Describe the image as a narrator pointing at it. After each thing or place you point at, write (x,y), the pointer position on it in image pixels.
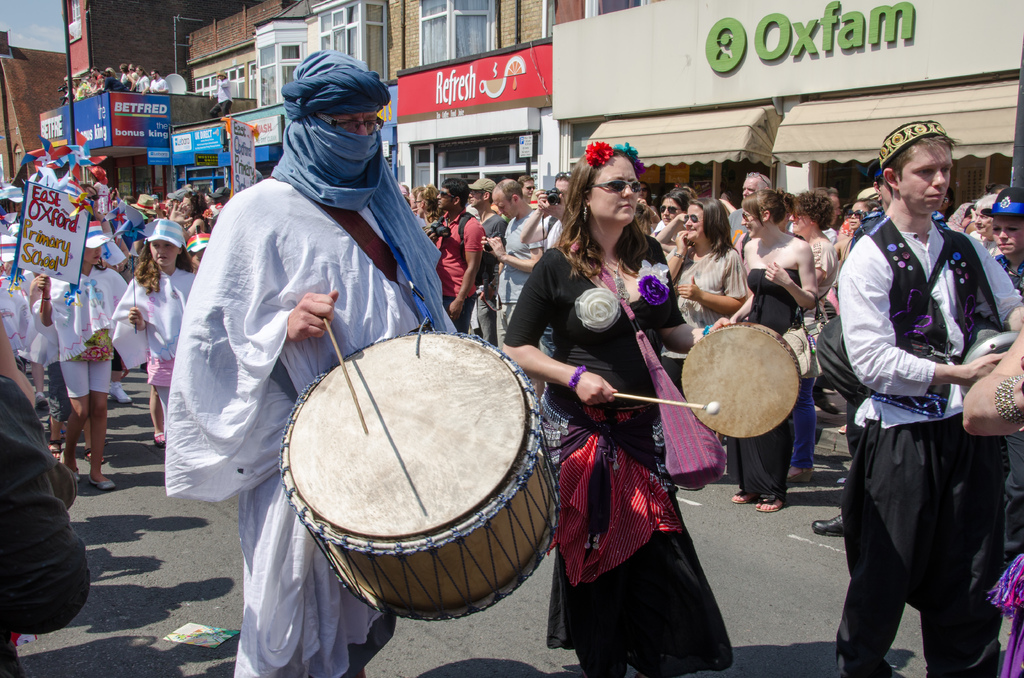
There are some people (288,397) walking on the road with drums (451,499) in their hands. There is a man (321,252) and a woman (629,454) The man (406,306) is holding the big drum (366,401) and the woman (609,395) is holding the small drum (772,373). The man (355,118) is wearing a spectacles (336,129) and a cloth (340,154) around his face (347,133). There are some children (82,294) behind them walking with a boards (58,231) in their hands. In the background (154,102) we can observe some buildings (458,56) and a red colored board (480,86) here.
